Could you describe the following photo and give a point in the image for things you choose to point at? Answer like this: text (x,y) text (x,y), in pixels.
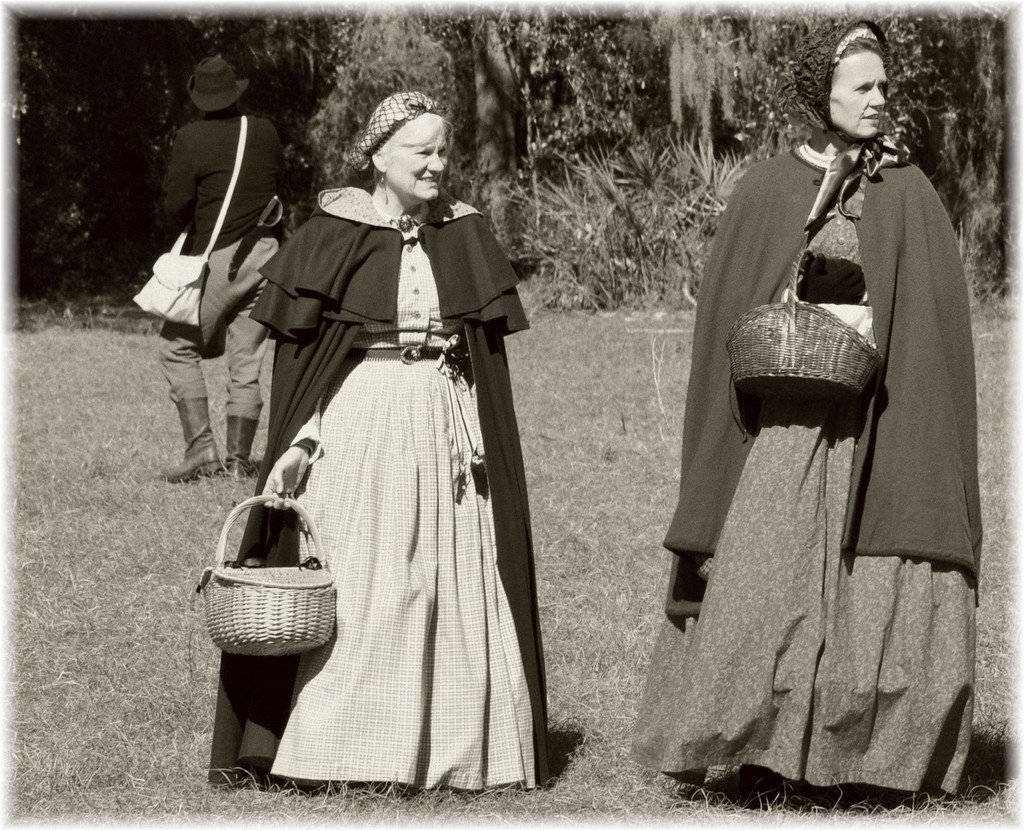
In this image, we can see two women (332,551) standing, in the background (253,331), we can see a person (218,272) standing, there is grass (638,592) on the ground (178,559), we can see some trees (720,120).
